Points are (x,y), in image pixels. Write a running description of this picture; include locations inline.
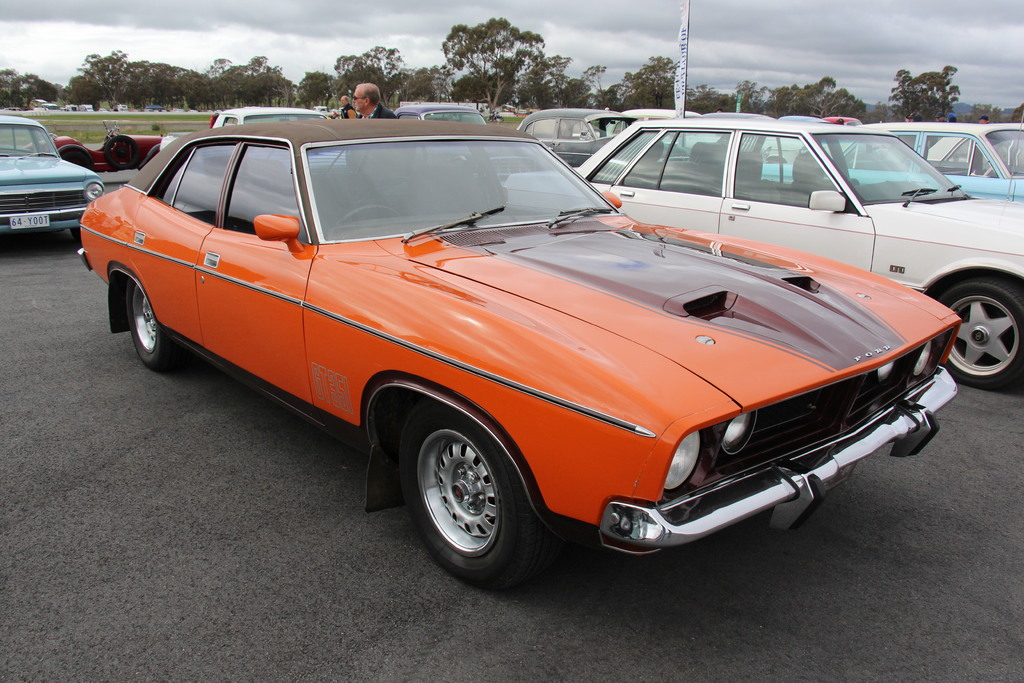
In the picture we can see some vintage cars (519,316) are parked on the road (66,382) and behind it, we can see some people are standing, and behind the cars (216,179) we can see a grass surface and the trees (493,79) behind it and in the background (377,43) we can see a sky (712,54) with clouds (583,16).
